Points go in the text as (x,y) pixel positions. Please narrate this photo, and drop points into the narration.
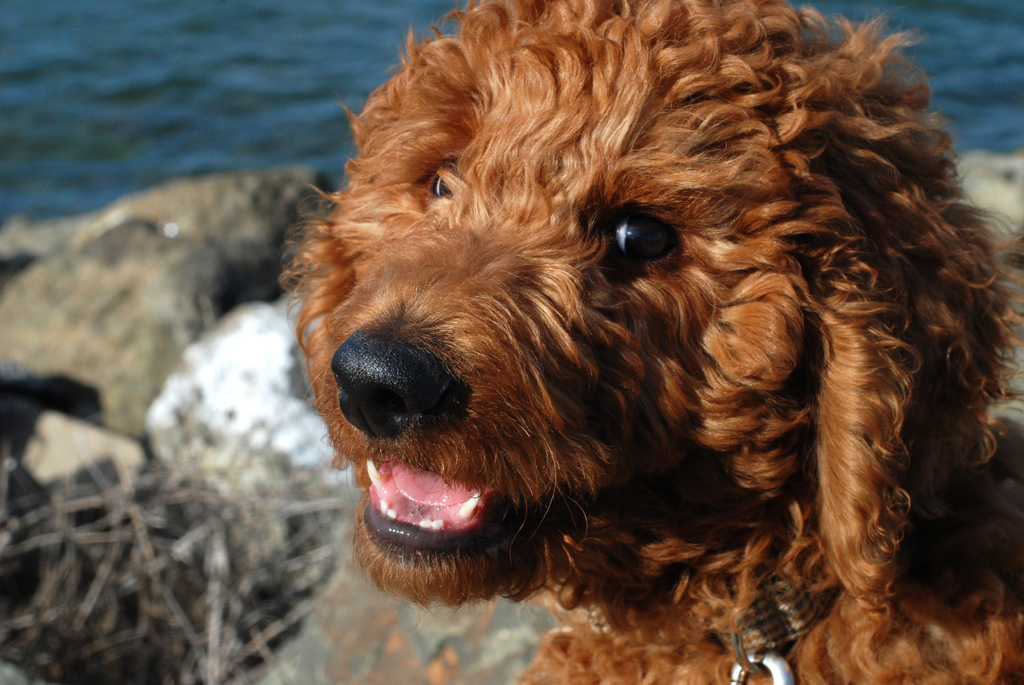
It is a dog (606,66) in brown color. On the left side (235,108) there is water (200,127).
